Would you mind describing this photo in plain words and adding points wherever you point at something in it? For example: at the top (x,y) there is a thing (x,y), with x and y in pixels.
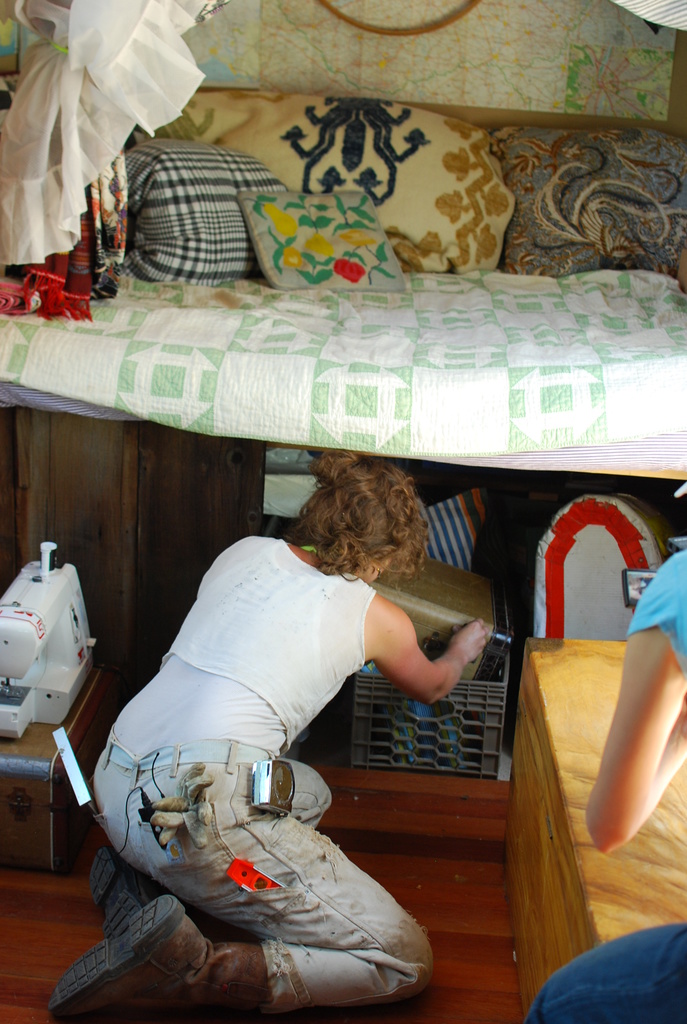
In this picture we can see two people (212,972), here we can see a floor (467,820), wooden objects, pillows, clothes (325,884) and some objects (475,591).
